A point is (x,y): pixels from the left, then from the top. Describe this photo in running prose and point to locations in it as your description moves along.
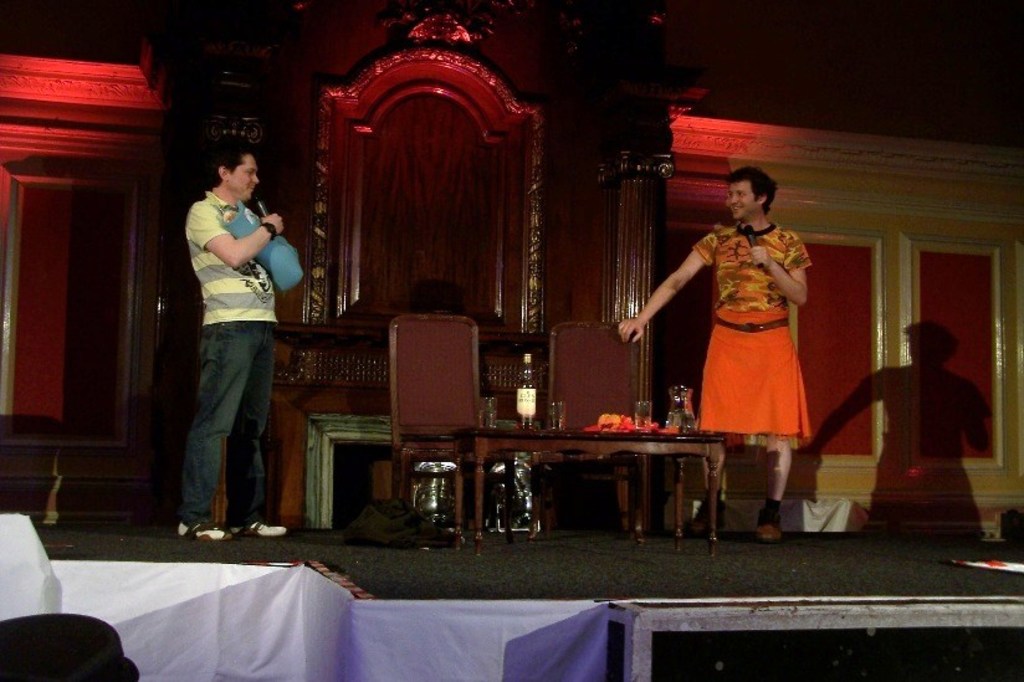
In this image we can see two persons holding mics (262,200). Behind the persons (230,457) we can see a wooden wall (500,393). There are two chairs (407,398) and a few objects (492,426) on the table (707,455). In the bottom left (200,608) we can see a white cloth (186,619).
